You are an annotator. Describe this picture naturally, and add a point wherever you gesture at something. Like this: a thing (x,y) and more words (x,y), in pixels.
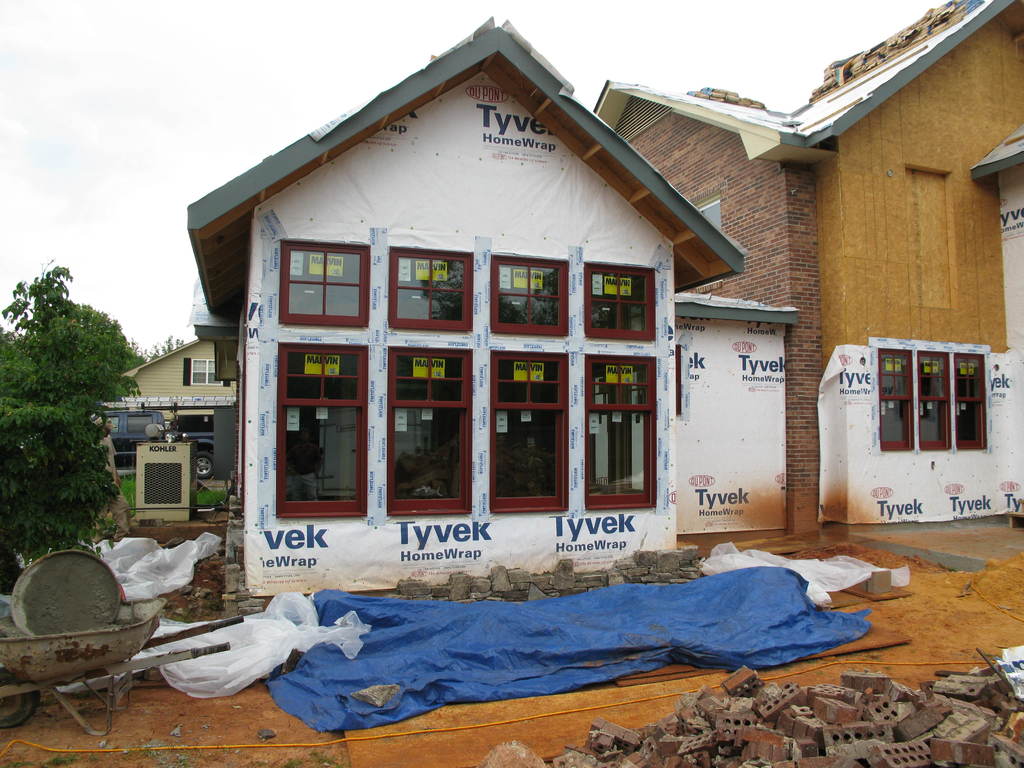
In the picture there are few houses (432,282) and in front of one of the house (304,349) there is some construction material (994,753) and beside that house (249,508) there is a tree (35,382).
